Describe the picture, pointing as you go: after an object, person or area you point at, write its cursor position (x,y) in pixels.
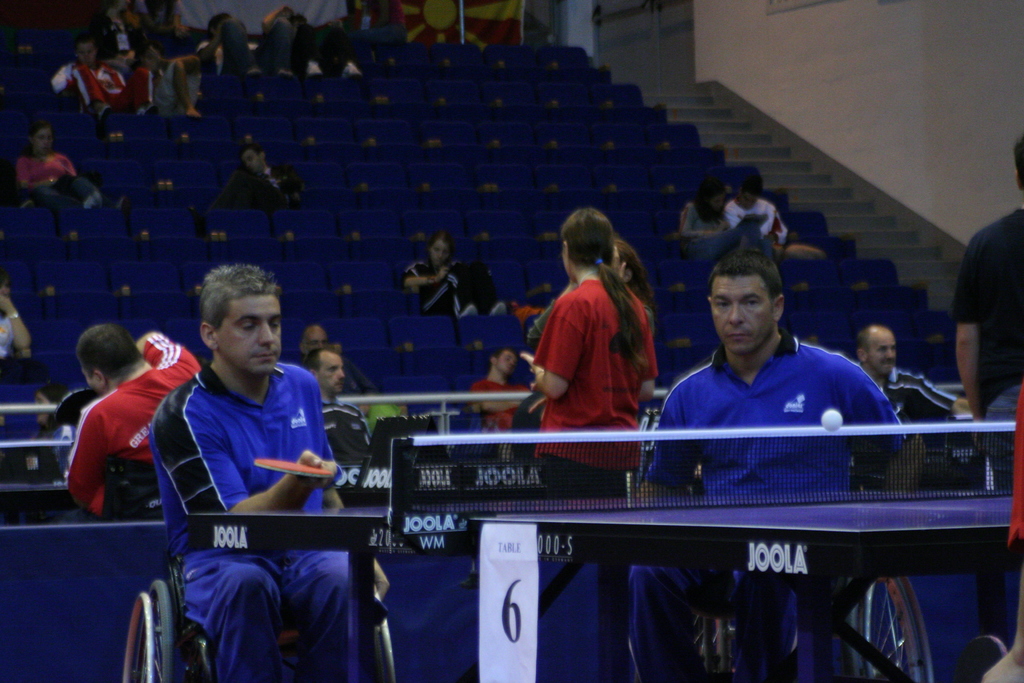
In this picture few people (451,252) sitting on the chair (405,303). These two persons (806,417) sitting on wheelchair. These persons (610,304) standing. On the background (815,79) we can see wall (815,79), staircases (723,123) and chairs (448,182). This is table tennis (720,498). This is ball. This person (274,485) holding bat (289,472).
